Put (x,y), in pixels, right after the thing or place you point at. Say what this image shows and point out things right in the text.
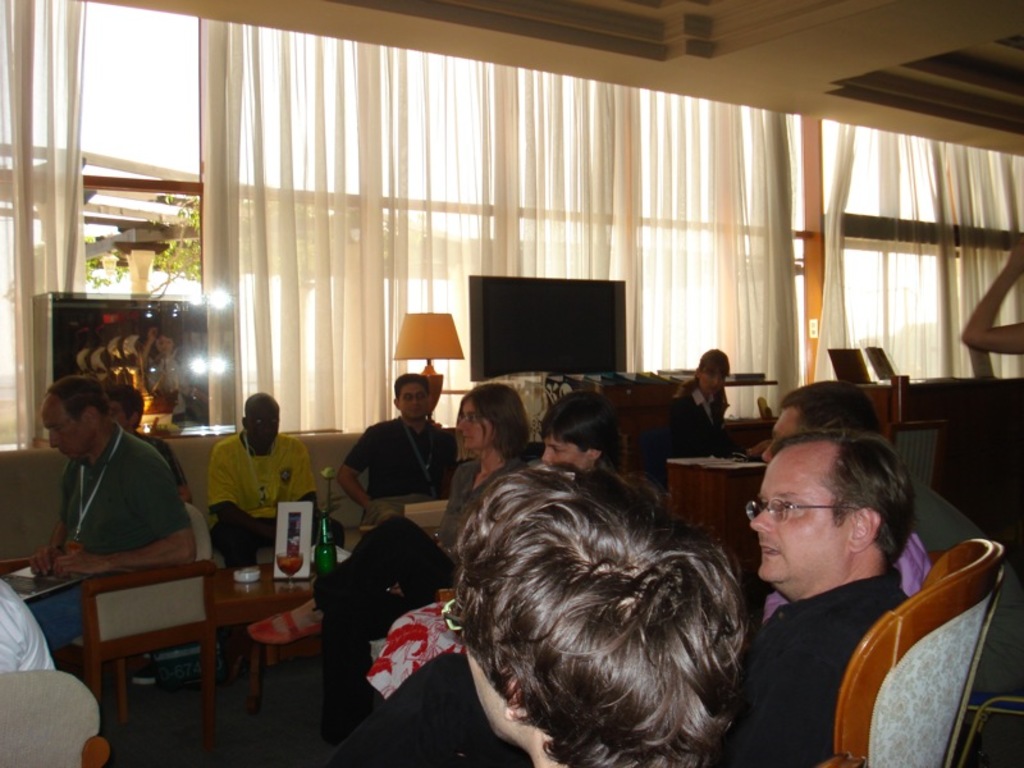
This picture shows group of people (287,632) seated on the chairs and we see a television (564,279) and curtains (965,243).
